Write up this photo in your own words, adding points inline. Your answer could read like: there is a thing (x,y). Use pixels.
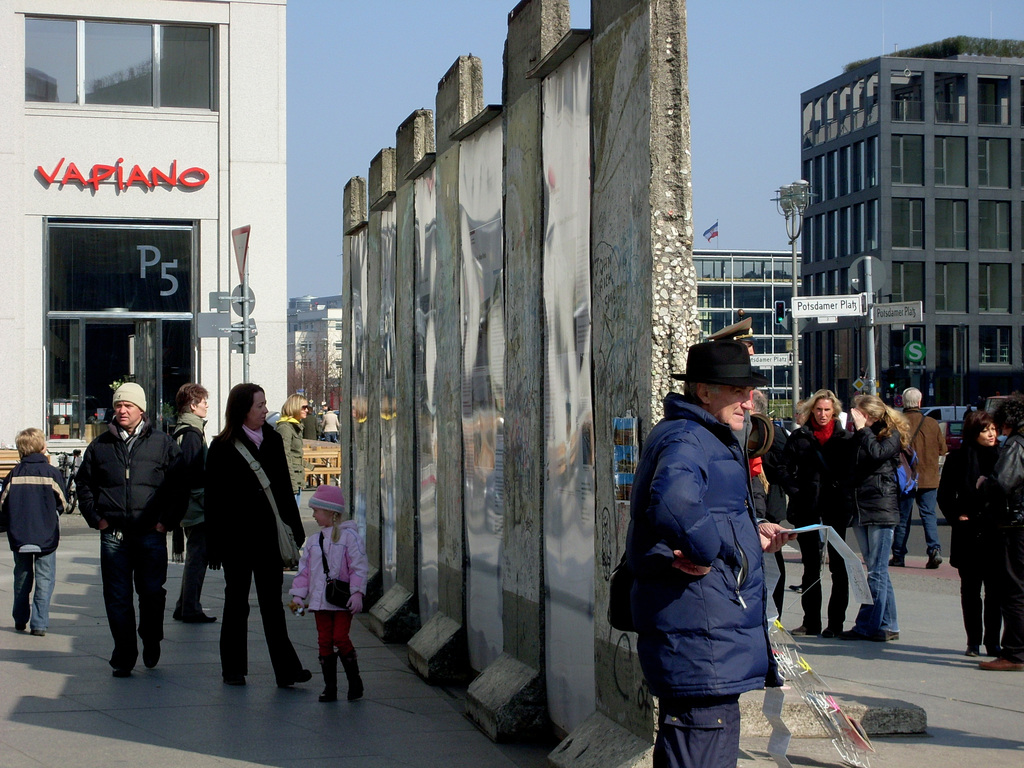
In the foreground of this image (518,349), there are stone structure (570,356) in the middle of the image (606,507) and on either side, we can see persons (958,489) on the ground (193,714). In the background (204,225), there are building (838,265), street poles (792,214) and the sky (747,78).
